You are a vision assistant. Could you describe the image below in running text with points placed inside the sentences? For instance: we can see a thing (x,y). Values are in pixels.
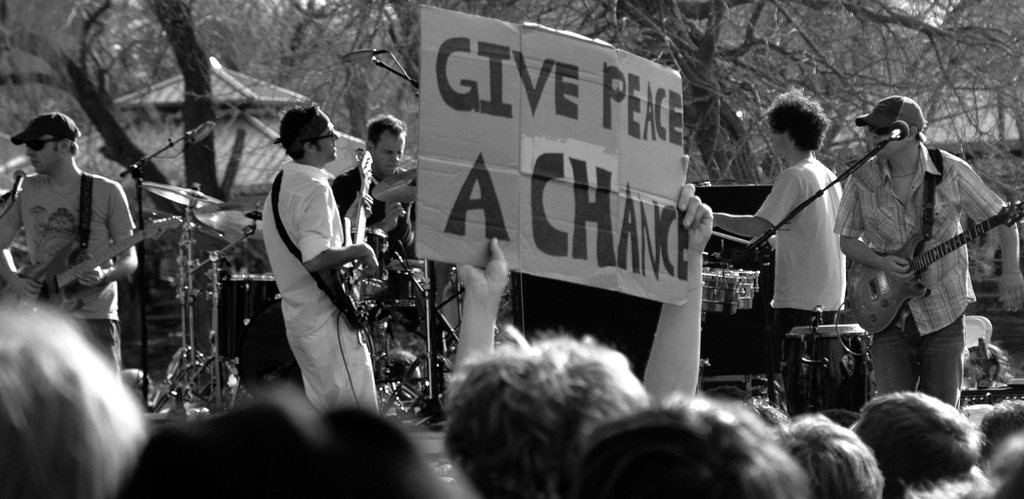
There are group of people (324,251) playing music in front of audience (569,473) and there is a person (674,310) holding a board (548,151) which has give peace a chance written on it and there are trees (725,44) in the background (783,71).
